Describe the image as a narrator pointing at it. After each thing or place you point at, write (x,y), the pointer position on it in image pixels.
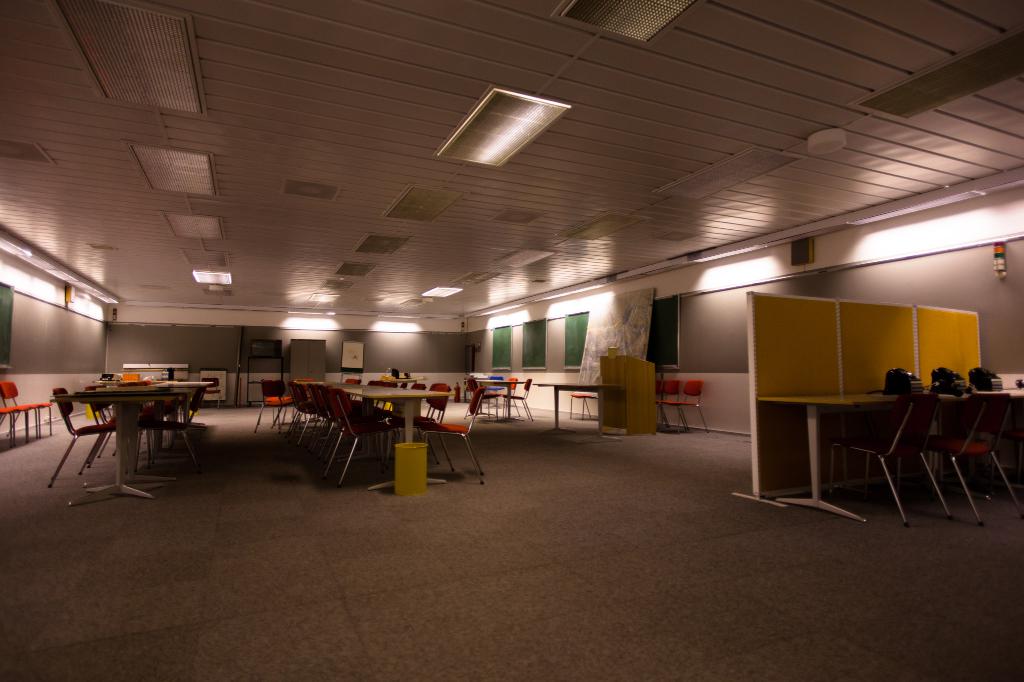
In this image we can see table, chairs (329,405), dustbin (408,486), cabins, telephones (973,389), desk (616,369), boards (576,339), lights (504,151). In the background (375,354) there is wall (254,376).
